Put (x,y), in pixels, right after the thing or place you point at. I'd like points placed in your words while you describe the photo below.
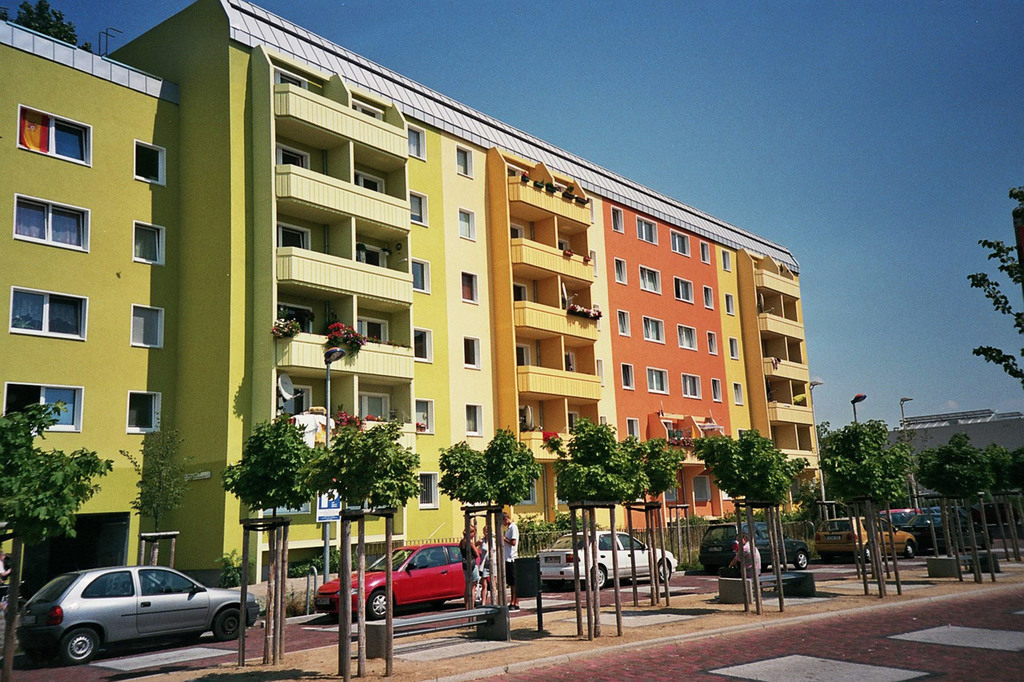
In this image on the left (267,464), there are buildings (439,502), trees (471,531), cars (420,571), some people (486,530), windows (76,423). In the middle (551,377) there are trees (938,461), cars (954,522), road (929,646), house (945,432), street lights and sky (827,212).
